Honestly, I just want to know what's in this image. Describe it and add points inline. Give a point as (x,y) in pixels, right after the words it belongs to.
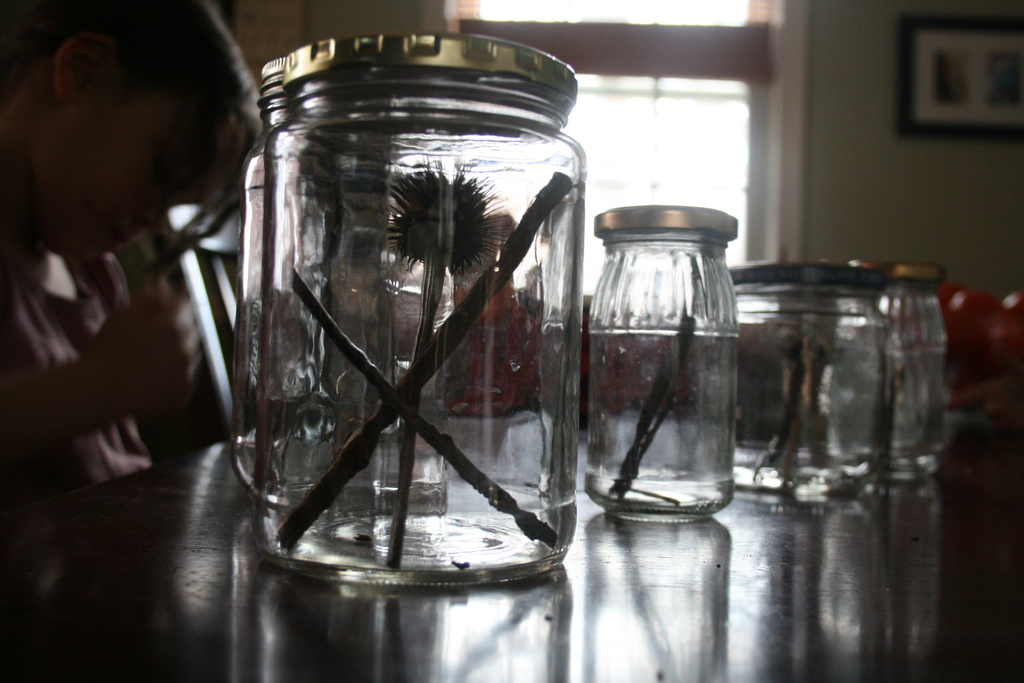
In this picture there are jars (640,399) placed on the table (660,604). On every jar (618,391), there is an object (441,343). Towards the left (65,341), there is a person (165,285) holding a pen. On the top (691,153), there is a window (787,147) to a wall (860,145).
